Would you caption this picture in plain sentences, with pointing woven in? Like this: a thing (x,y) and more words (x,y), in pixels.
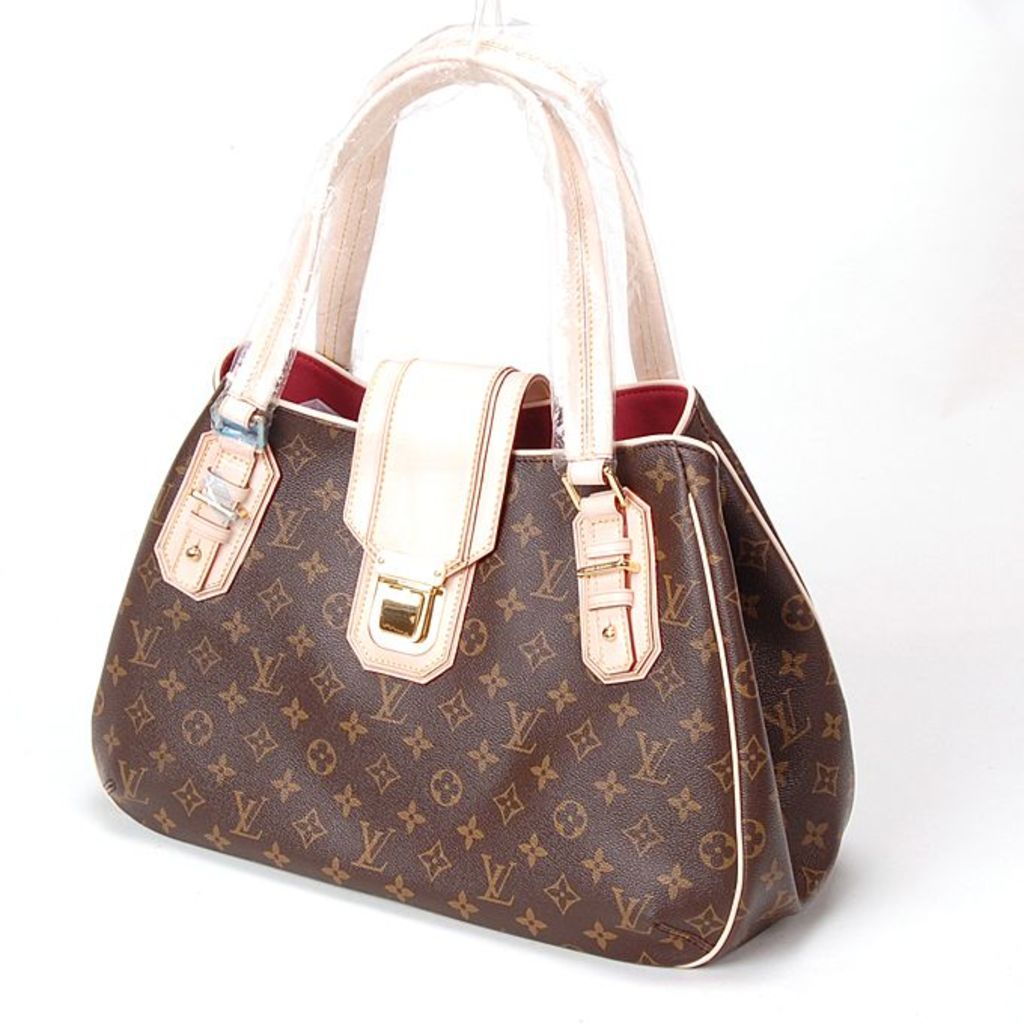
In this image I can see a handbag (398,708). This hand bag (354,701) is of brown color. And the handles (273,378) are white in color. This handbag (436,588) is also having a clutch (428,601) which is used to open the bag (431,529).
